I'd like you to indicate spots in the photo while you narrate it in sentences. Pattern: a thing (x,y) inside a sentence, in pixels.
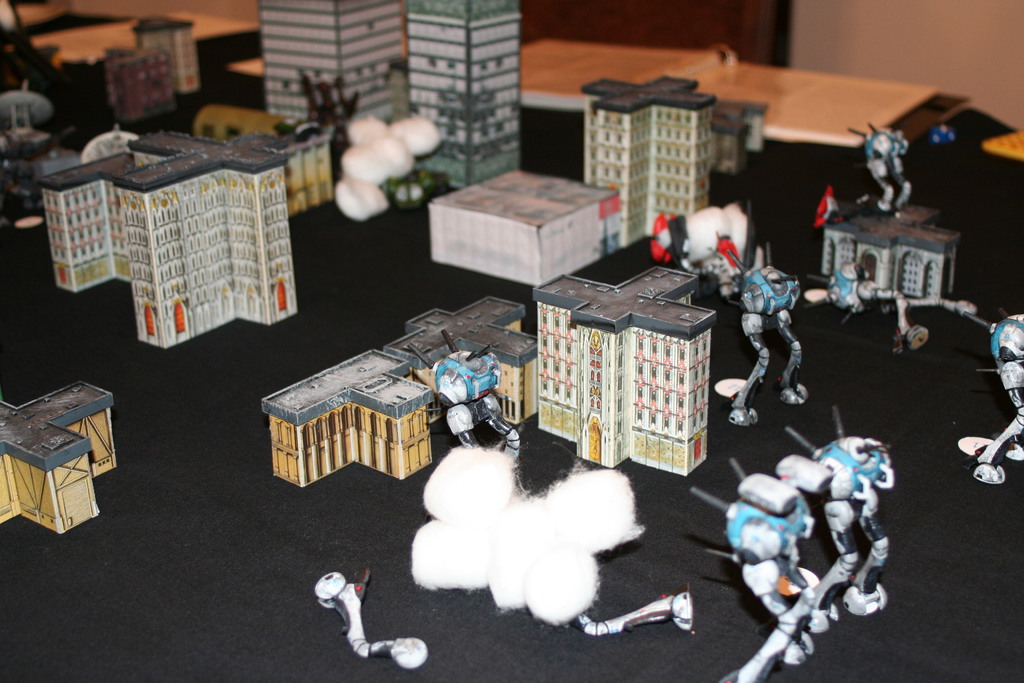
In this image there are some toys (749,507) and there are buildings (177,265), and in the background (752,45) there is wall (832,42), door (740,28). At the bottom (274,566) there might be a cloth (323,537).
